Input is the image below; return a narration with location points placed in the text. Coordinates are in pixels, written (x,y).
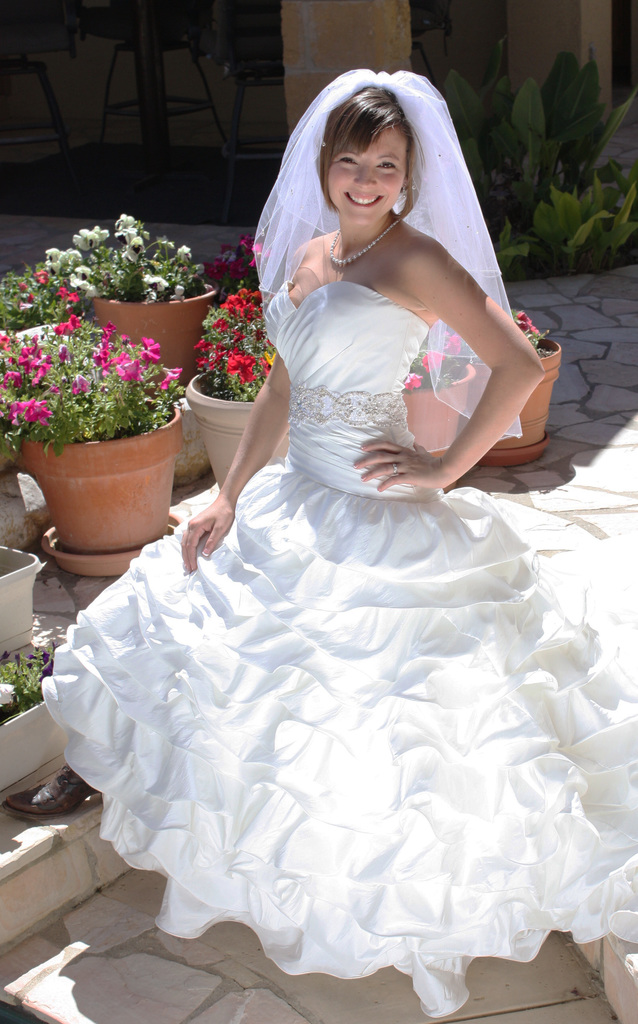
In this image I can see a woman (266,397) is standing in the center of the image (384,499) is posing for the picture she is wearing a white frock (397,734). I can see some potted plants (159,331) behind her. I can see some metal stands (238,29) at the top of the image (208,107).
